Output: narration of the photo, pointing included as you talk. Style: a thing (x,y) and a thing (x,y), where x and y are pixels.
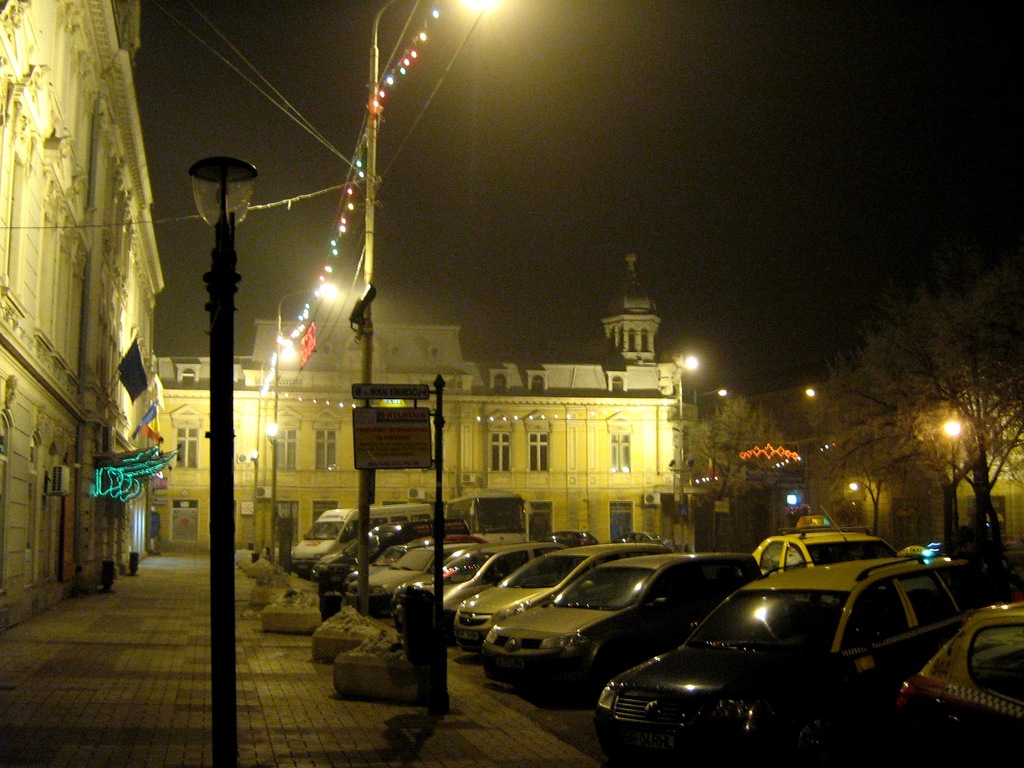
In this image we can see many cars (563,570) on the ground (543,688), at the back (975,398) there are trees (978,418), there are lights (949,429), there is a building (587,400), there are windows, in front (201,167) there is a lamp (239,173), there is a sign board (407,427), there is a flag (134,364), there are wires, there is a sky (673,168).
